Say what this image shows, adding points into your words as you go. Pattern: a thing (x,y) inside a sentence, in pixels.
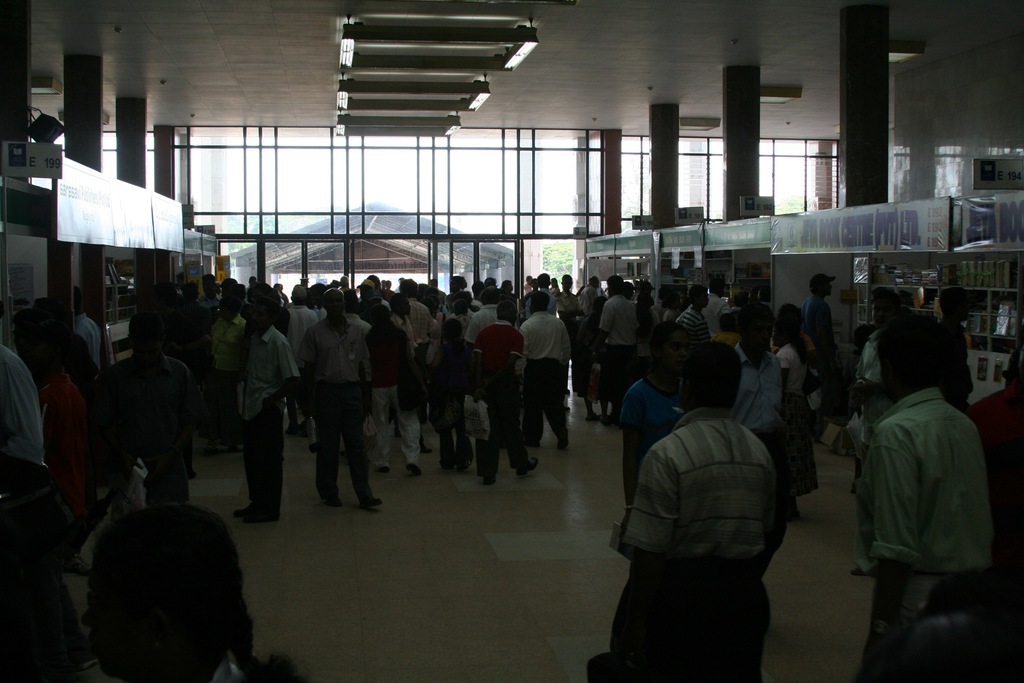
In this picture there are group of people (460,316). On the left (92,270) and on the right side of the image (877,238) there are hoardings (184,235) and there are pillars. At the back (292,262) there is a door (355,265) and behind the door (517,251) there is a tree (550,254) and there is a building (309,256). At the top (405,124) there are lights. At the bottom (434,577) there is a floor (439,585).
